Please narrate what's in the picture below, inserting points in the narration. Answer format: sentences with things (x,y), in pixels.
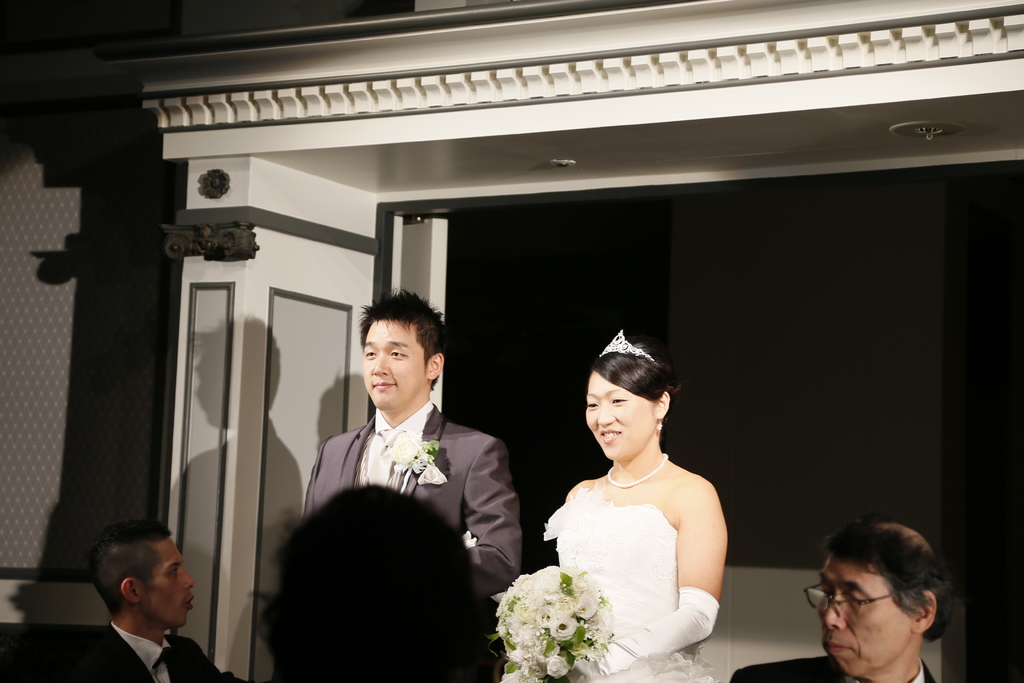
In the image we can see there are people (150,594) standing, wearing clothes (502,551) and two of them are smiling. Here we can see the woman (643,537) wearing a neck chain (639,481), earrings (657,426), the crown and she is holding flower bouquet (557,606) in her hand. The background (533,496) is slightly dark.
